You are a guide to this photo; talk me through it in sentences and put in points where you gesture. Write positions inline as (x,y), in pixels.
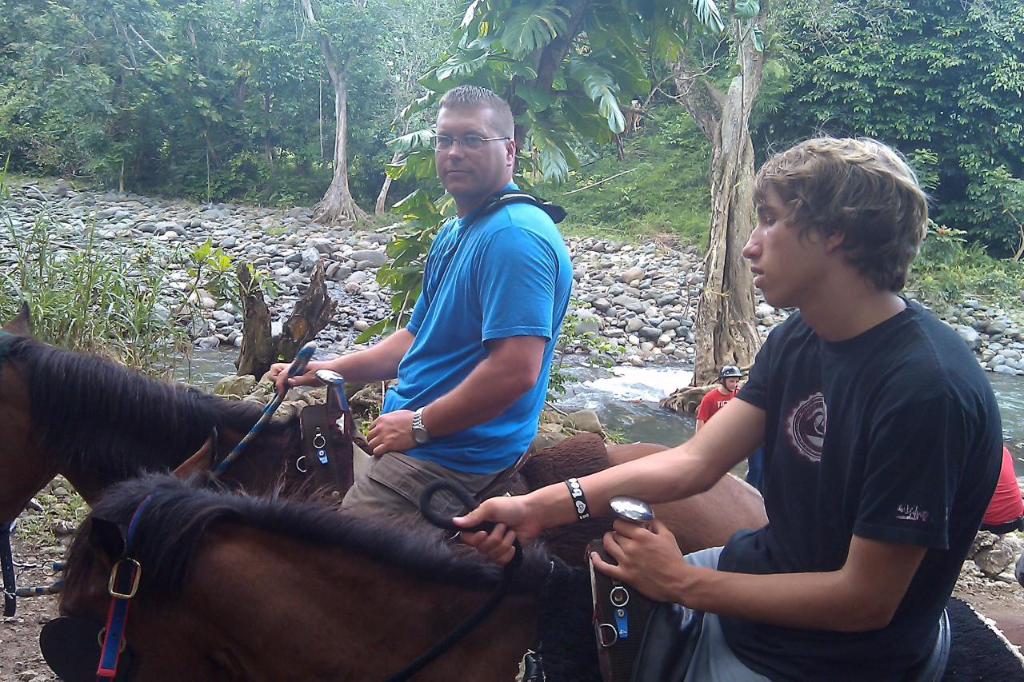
In the image we can see two persons (506,260) were sitting on the horse (320,539). Coming to background (272,47) there is a tree's (710,271), stones (643,329), water (631,387) and few more persons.
